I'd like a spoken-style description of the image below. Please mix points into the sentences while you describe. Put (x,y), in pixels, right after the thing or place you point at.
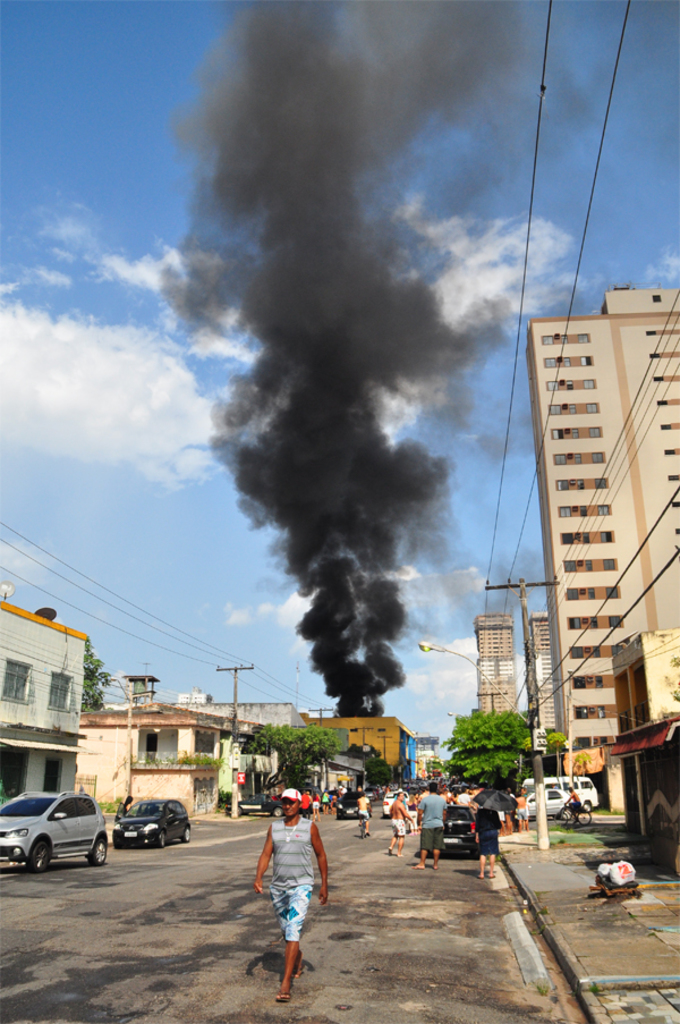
This picture describes about group of people (292,851), few people (284,855) are walking on the road (355,877), in the background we can see few vehicles (62,831) on the road (330,862), and also we can find few building (29,668) trees (493,774), poles (525,627) and we can see black color smoke (362,566).
